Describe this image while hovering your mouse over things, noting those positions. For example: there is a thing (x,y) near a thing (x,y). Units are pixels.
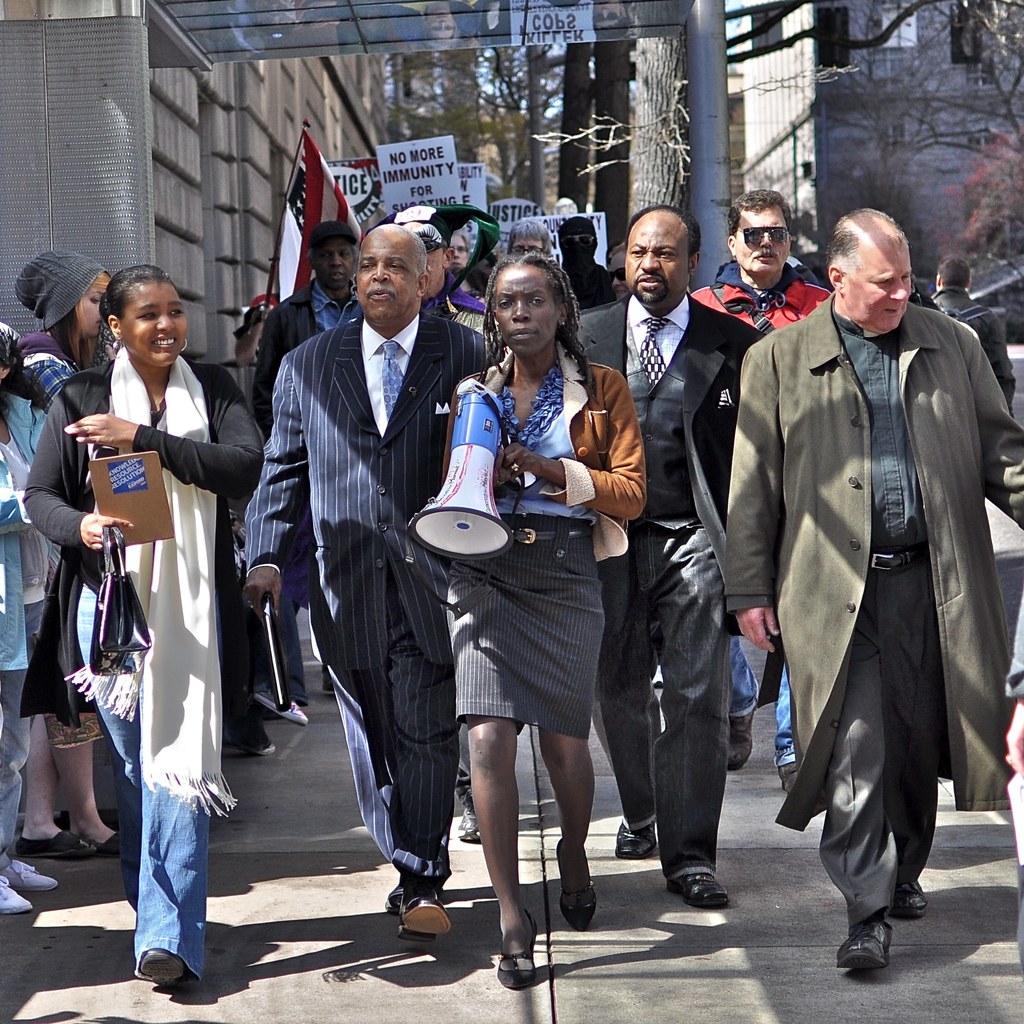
In this image I can see group of people (327,563) walking. In front (516,577) the person (523,524) is wearing brown jacket (612,475) and gray color skirt (516,553) and the person (516,428) is holding a megaphone (516,489). Background (402,121) I can see few boards (536,216) and a flag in blue, white and red color and I can also see trees (565,104) and the sky (553,112) is in blue color.
